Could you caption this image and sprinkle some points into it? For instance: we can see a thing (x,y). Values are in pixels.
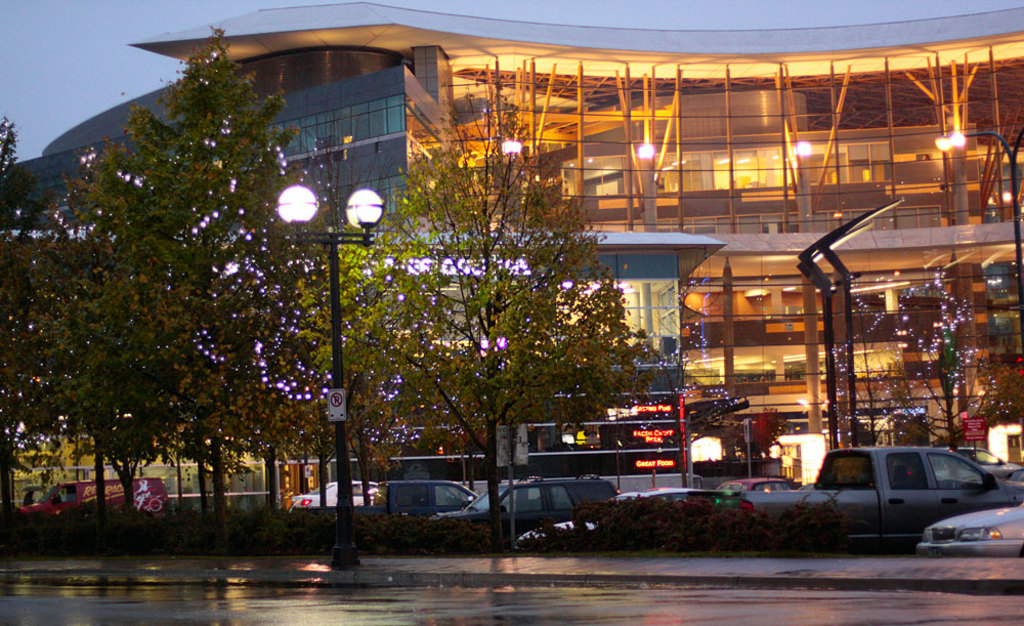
In this image there are buildings (685,256), in front of the building (635,463) there are few vehicles (884,476) parked and there are trees (368,348) and street lights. In the background (189,13) there is the sky (42,44).
